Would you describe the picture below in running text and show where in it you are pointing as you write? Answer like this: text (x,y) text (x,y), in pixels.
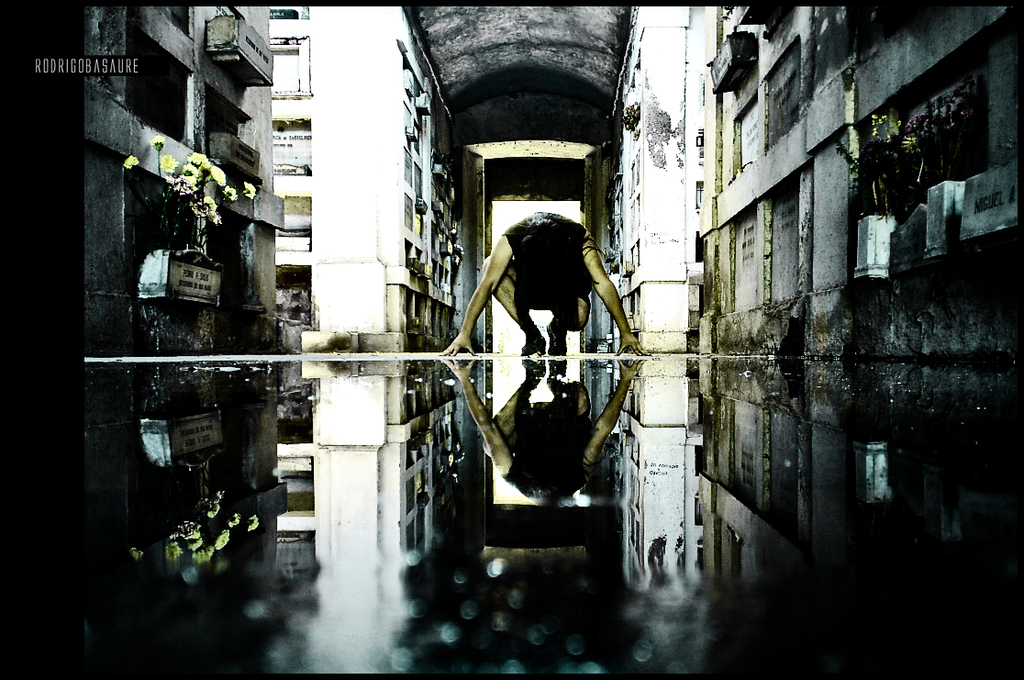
In the image we can see there is a person (570,271) sitting on the ground (495,358) and there is water (541,512) on the ground (485,485). The reflection (545,470) of person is seen in the water (529,481) and behind there is a building (376,108). There are flowers (193,227) grown on the wall (788,278) in small blocks (950,225) attached to the wall (816,302).
